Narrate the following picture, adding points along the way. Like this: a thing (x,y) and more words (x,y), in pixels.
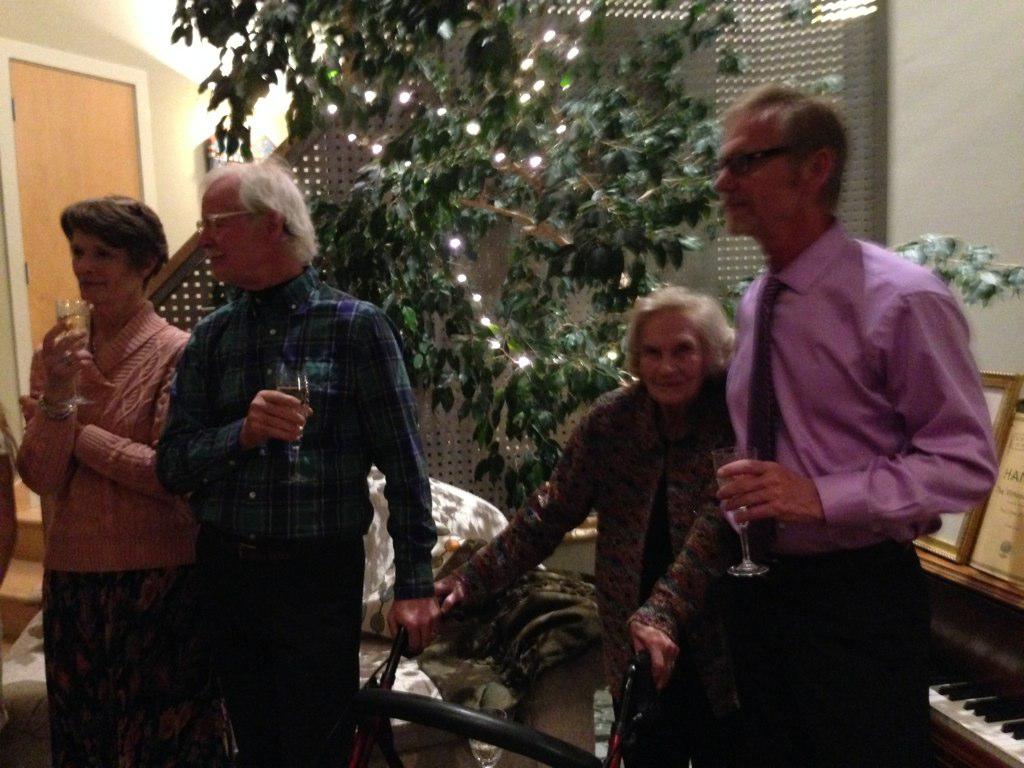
There are four people (792,375) at a party. Of them two (140,270) are women (681,366) and two (345,383) are men (787,355). There are some lights (534,165) arranged on tree (592,117) in the background (572,267).
